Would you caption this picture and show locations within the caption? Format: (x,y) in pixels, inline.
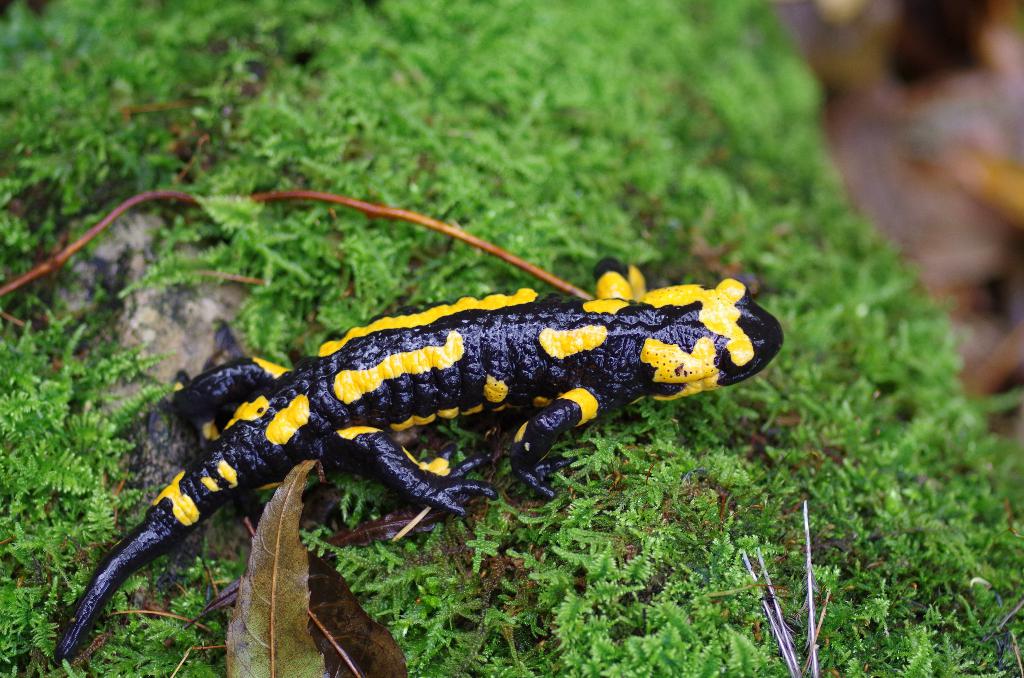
In this picture I can see a salamander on the moss (345,52).
